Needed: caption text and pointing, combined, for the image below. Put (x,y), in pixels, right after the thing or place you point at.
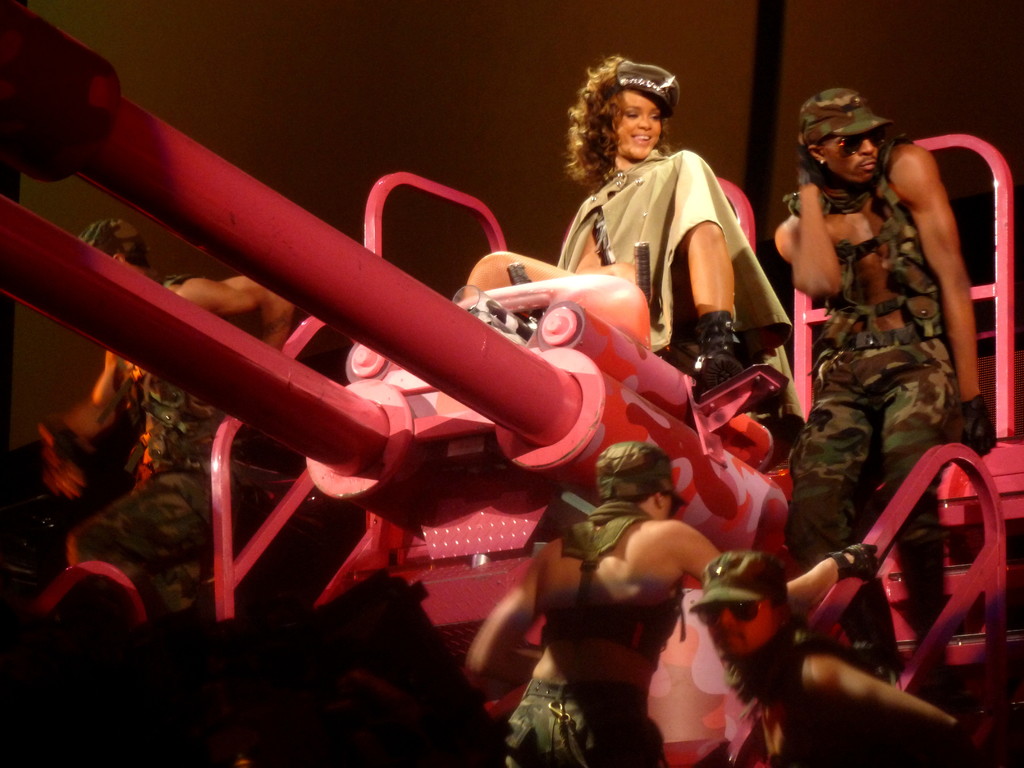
In this image, we can see a woman (671,282) sitting and we can see some people (974,415).
